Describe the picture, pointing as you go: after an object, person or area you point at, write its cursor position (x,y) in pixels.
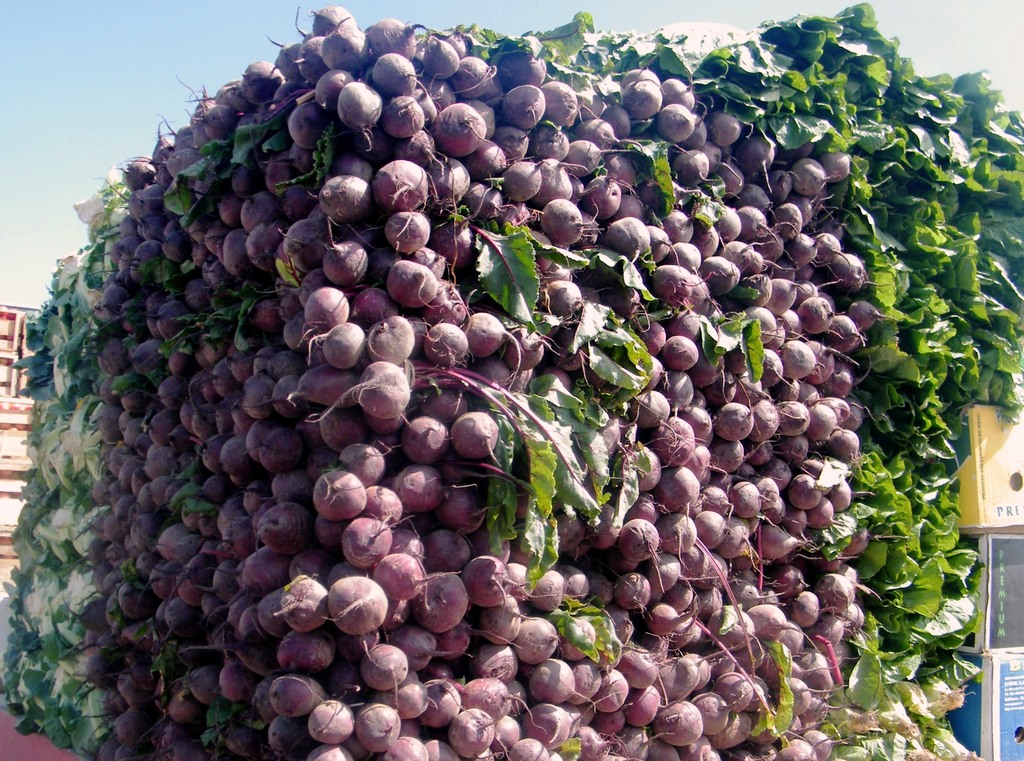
In the image there is bunch of beets (436,160), leafy vegetables (920,536) and cabbages (68,495) arranged in a block (705,686) and on the right side (993,472) there are cardboard boxes (987,557) and above its sky (58,94).
